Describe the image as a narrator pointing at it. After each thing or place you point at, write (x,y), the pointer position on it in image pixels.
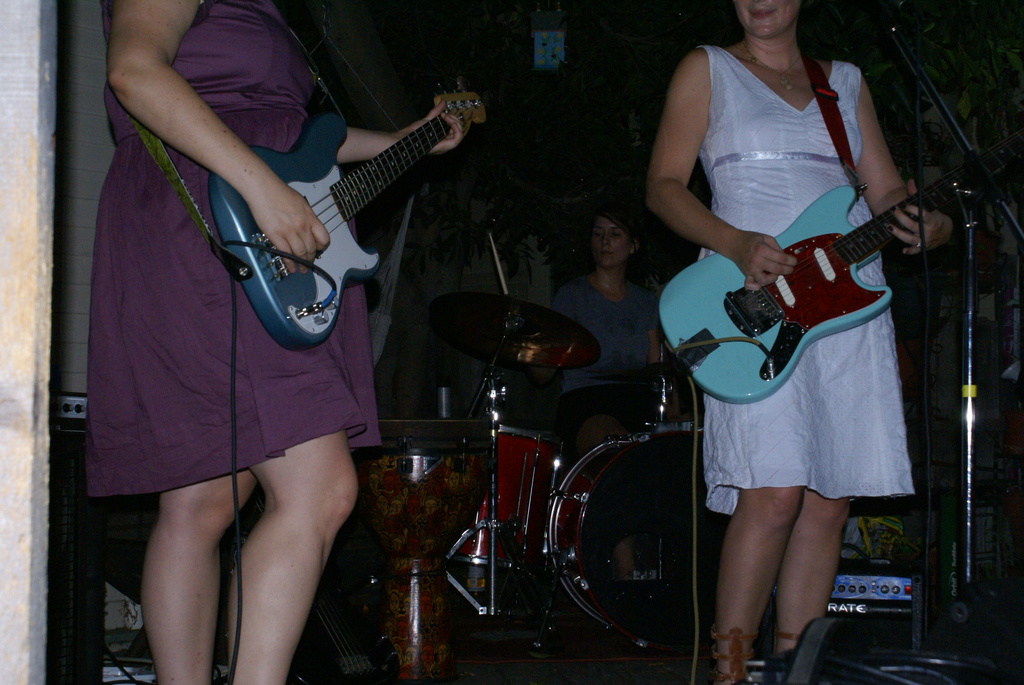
In the image we can see three persons (693,131). The front two persons (733,139) were holding guitar (715,335). And in the center (634,316) we can see one woman (632,324) holding stick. And they were surrounded by some musical instruments (443,475).
